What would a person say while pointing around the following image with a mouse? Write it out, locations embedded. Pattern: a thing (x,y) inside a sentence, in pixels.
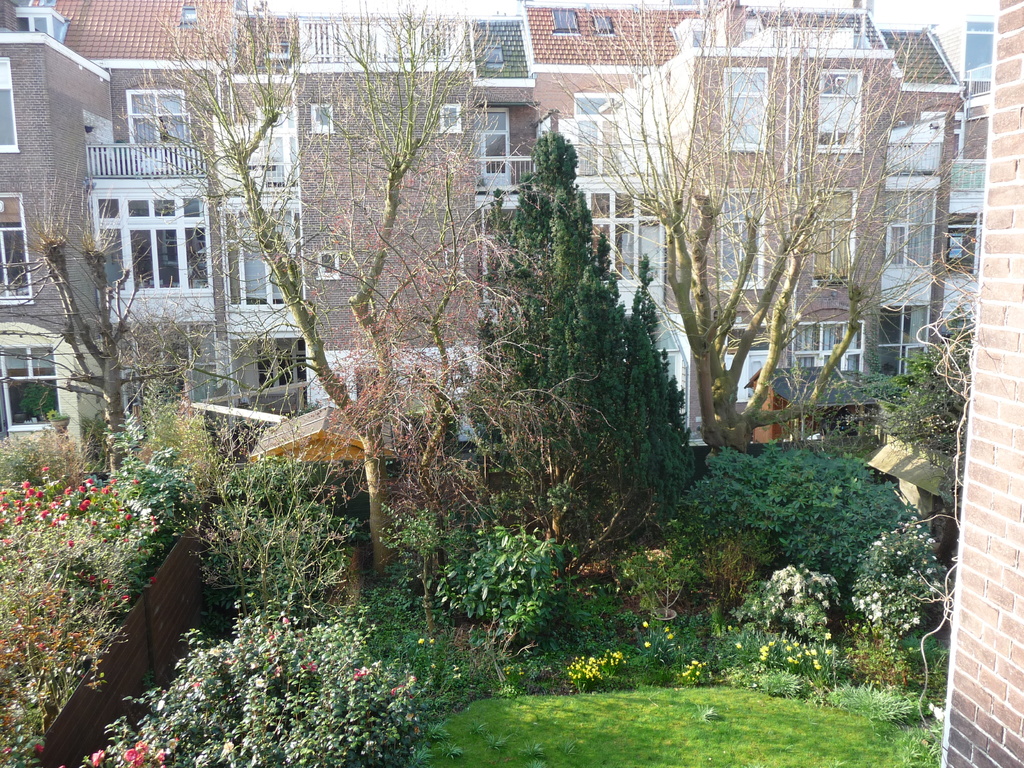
Here we can see plants (662,642), flowers (307,669), grass (812,721), and trees (529,244). In the background (525,145) there are buildings (461,140).
